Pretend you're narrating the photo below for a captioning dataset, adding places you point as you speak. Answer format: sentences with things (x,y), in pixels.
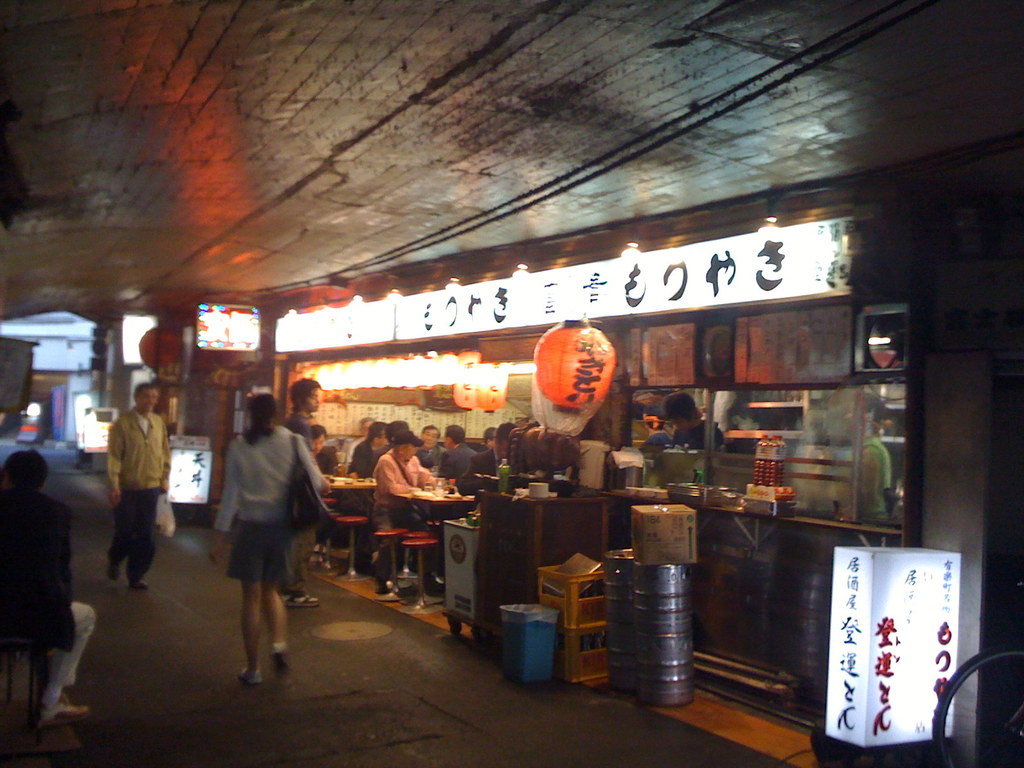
In this picture we can see a store (548,491) on the right side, we can see a cardboard box (664,547), a dustbin (552,625) and barrels (637,629) here, there are some people (406,463) sitting on chairs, we can see a hoarding (215,336) here.
